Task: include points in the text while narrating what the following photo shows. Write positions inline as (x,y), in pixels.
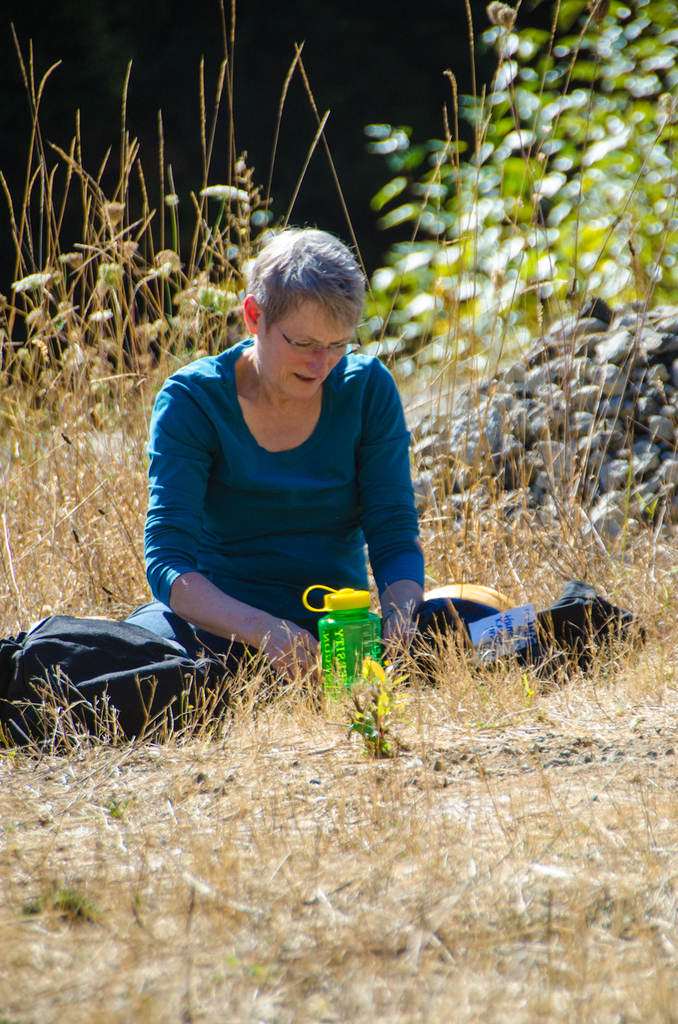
This image consists of women (298,591) who is wearing blue top (282,489), she has a bag (22,687) near her, she has a bottle (352,632) in front of her. There are bushes (569,164) behind her.
